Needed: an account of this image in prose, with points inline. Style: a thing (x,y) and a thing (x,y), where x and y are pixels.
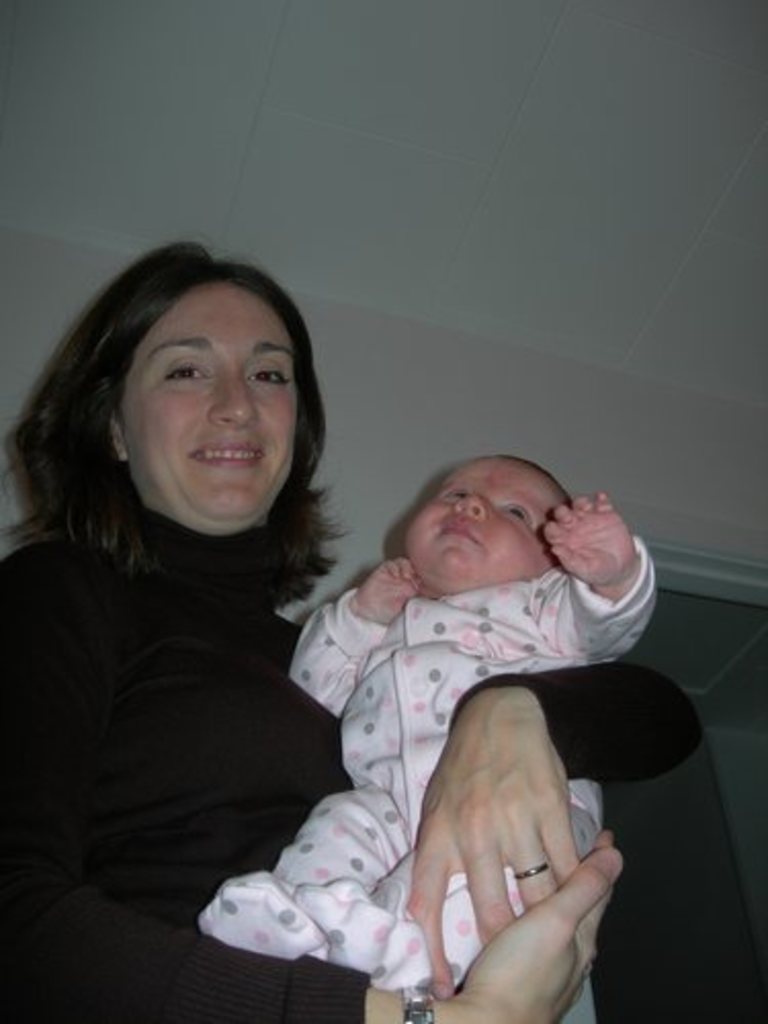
This picture is clicked inside. On the left (183,500) there is a woman (159,589) wearing a black color dress (220,598), smiling, seems to be holding a baby (415,643) and the baby (402,685) is wearing white color dress (407,739). In the background (405,361) we can see the roof (516,188) and the wall (697,472).
